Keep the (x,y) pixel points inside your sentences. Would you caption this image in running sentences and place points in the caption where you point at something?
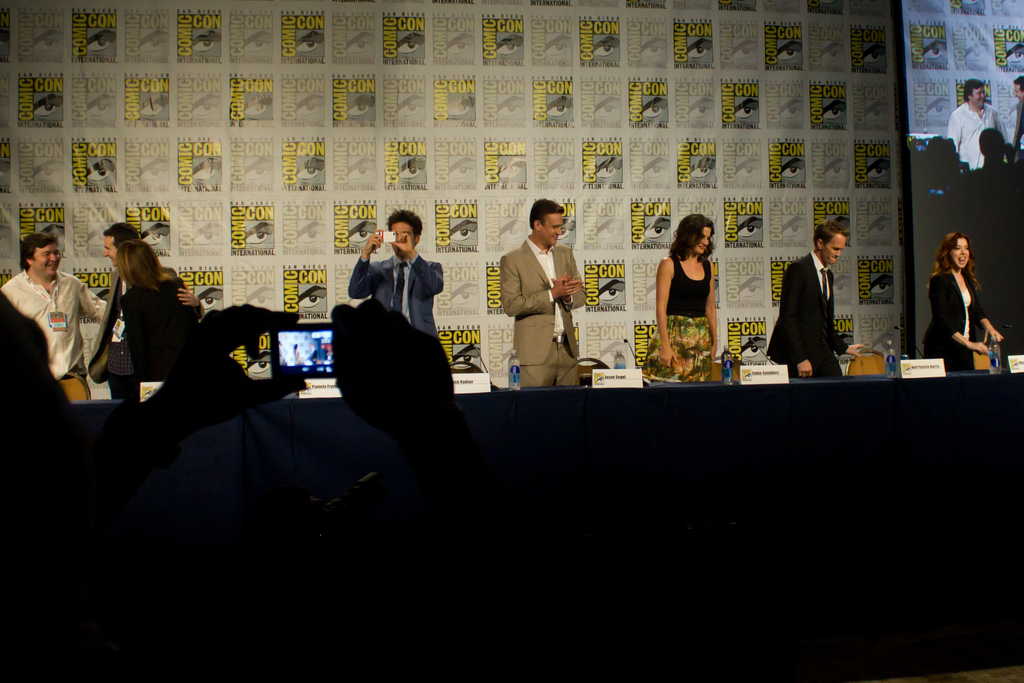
In this image we can see people (548,327) standing. In front of them there is a table (729,386) on which there are name cards (771,374), bottles (999,368). In the background of the image (364,180) there is a banner (438,181) with some text (769,150). To the right side of the image (962,104) there is a screen (953,108). At the bottom of the image (291,648) there is a person (262,614) holding a camera (327,365).
